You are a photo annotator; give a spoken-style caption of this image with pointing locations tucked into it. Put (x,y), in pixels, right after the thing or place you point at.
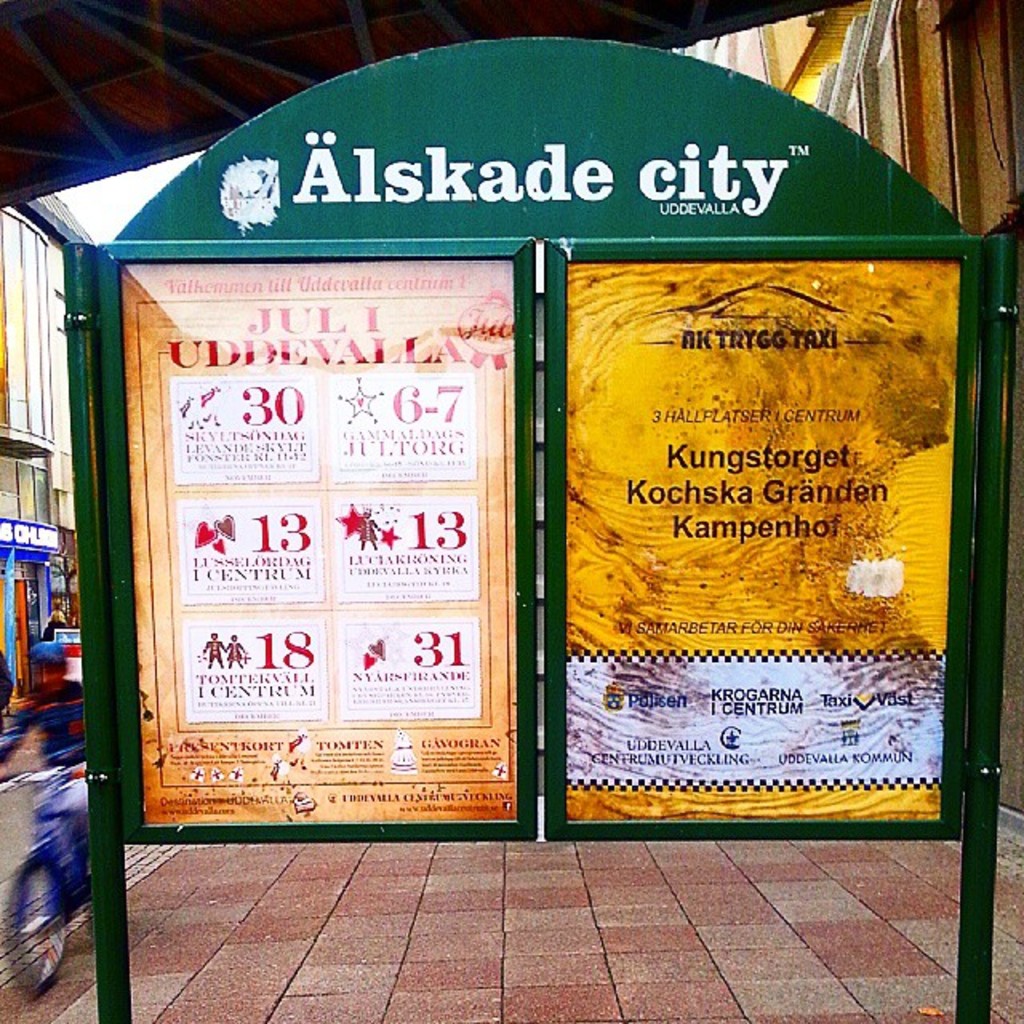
In this image I can see the board (520,490). To the side of the board (588,444) I can see the person (60,787) riding the bicycle (41,921) which is in blue color. The person (70,705) is wearing the cap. In the back (23,611) I can see the building (46,478) and there are boards (18,535) to it. I can also see the roof (78,157) and sky (117,218) in the back (124,212).
